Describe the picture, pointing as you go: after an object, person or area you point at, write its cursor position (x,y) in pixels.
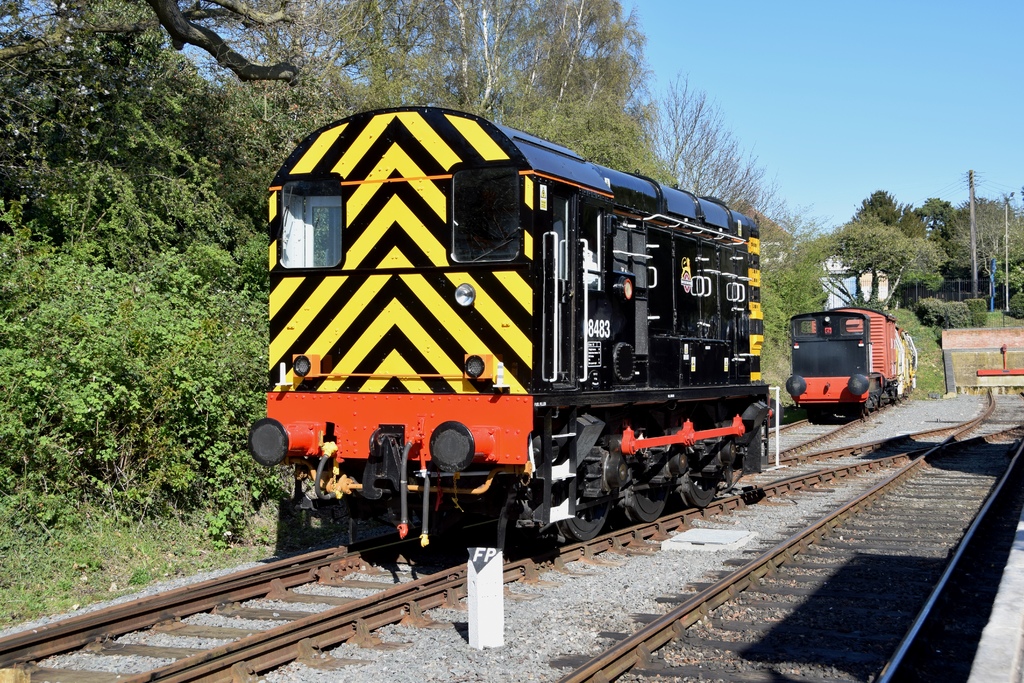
In the center of the image (641,252) there is a train engine (603,489) on the railway track (688,517). In the background of the image (212,409) there are trees (254,124). There is sky (849,99). At the bottom of the image (318,674) there are stones (531,672). There is a track (906,593). In the background of the image (992,280) there are poles (1008,226). There is another engine (852,333).
